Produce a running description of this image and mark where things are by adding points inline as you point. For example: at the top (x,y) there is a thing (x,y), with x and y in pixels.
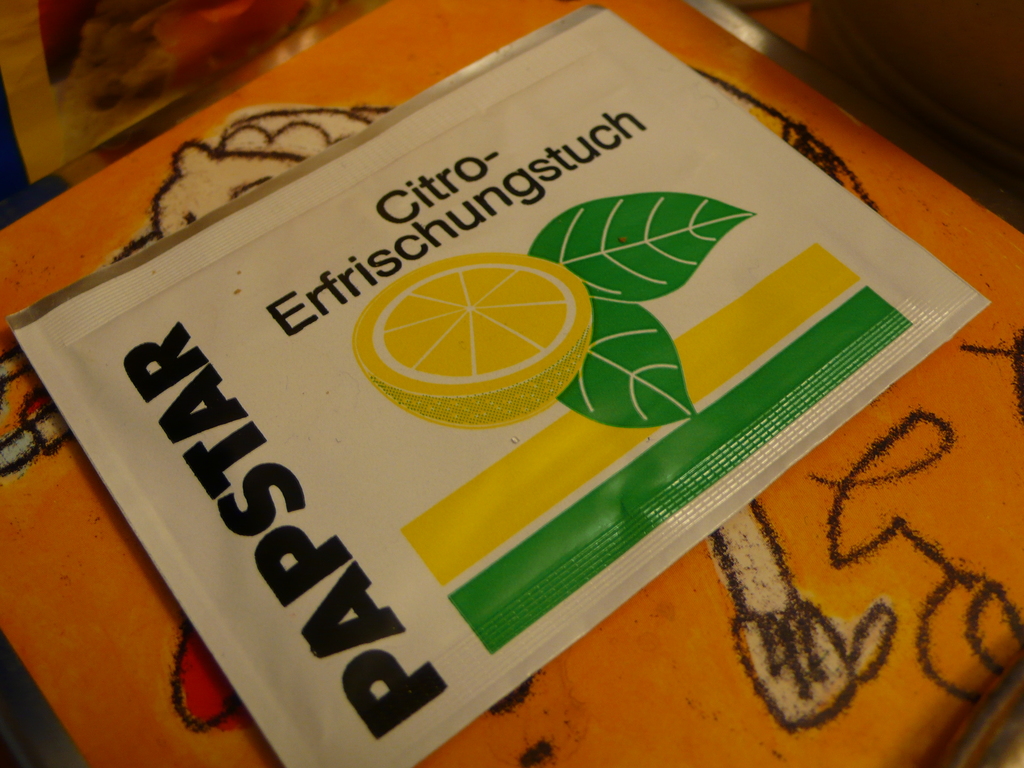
In this picture there is an object (566,381) which has an image (501,381) of a sliced lemon (492,351) and two leaves (614,280) on it and there is something written beside and above it.
